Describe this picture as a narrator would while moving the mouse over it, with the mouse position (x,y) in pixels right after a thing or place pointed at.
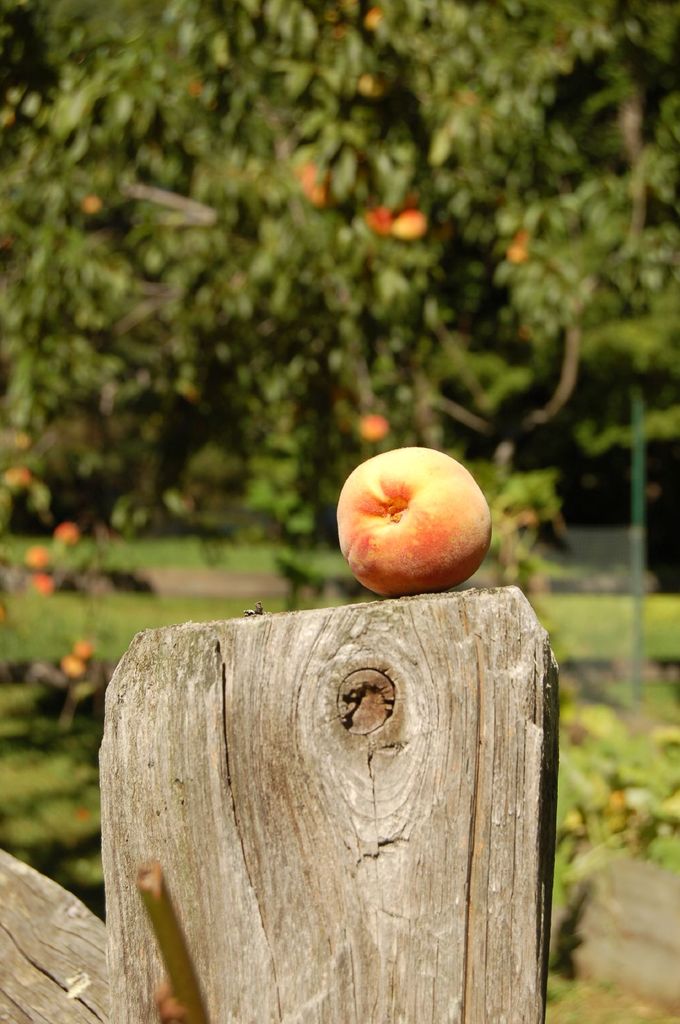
In this image there are trees (652,409). In the center (440,525) we can see a peach (409,593) on the wooden block (322,780).
